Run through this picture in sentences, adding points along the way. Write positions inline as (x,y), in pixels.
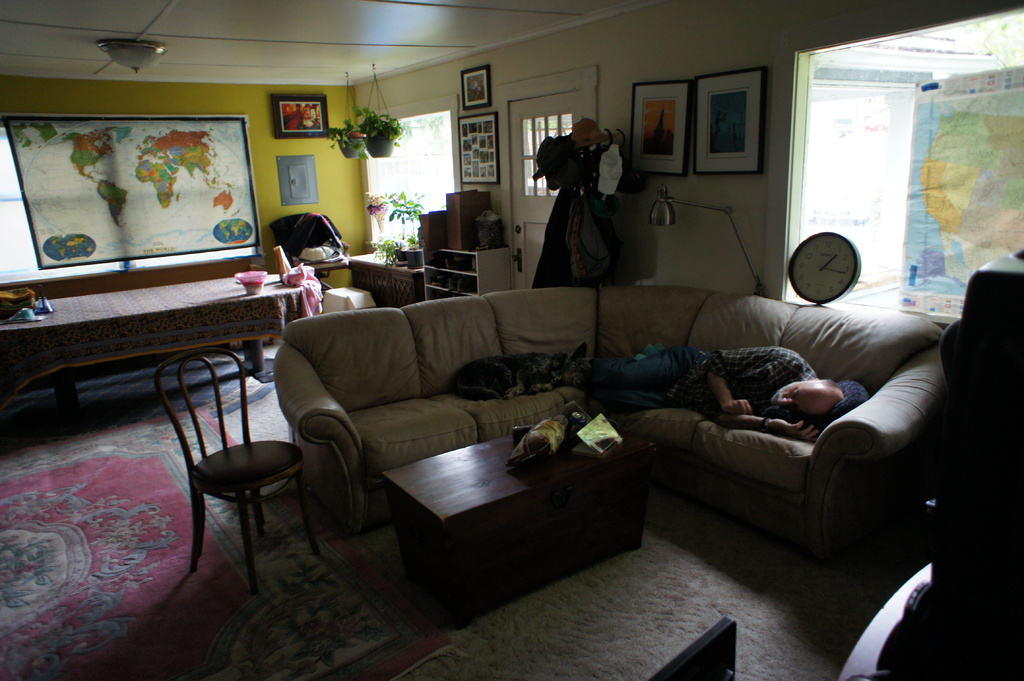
An old man (663,381) and a dog (532,375) are sleeping on a sofa (822,363) in a living room (776,514).
